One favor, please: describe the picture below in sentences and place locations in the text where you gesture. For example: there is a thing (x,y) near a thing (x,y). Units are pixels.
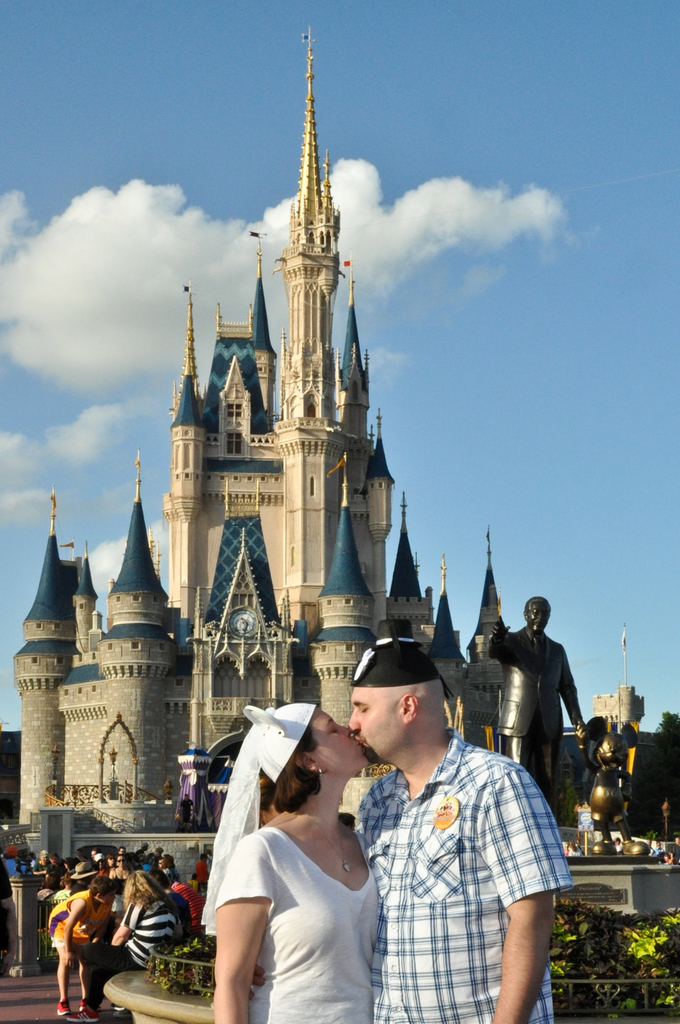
In this image we can see a man (514,843) and a woman (366,854) are kissing. The man (449,786) is wearing a shirt (458,921) and the woman (311,915) is wearing white color dress (309,878). Behind them, we can see people (158,881), statues (496,646), plants (586,925) and building (133,574). The sky (484,407) is in blue color with some clouds (155,303).
